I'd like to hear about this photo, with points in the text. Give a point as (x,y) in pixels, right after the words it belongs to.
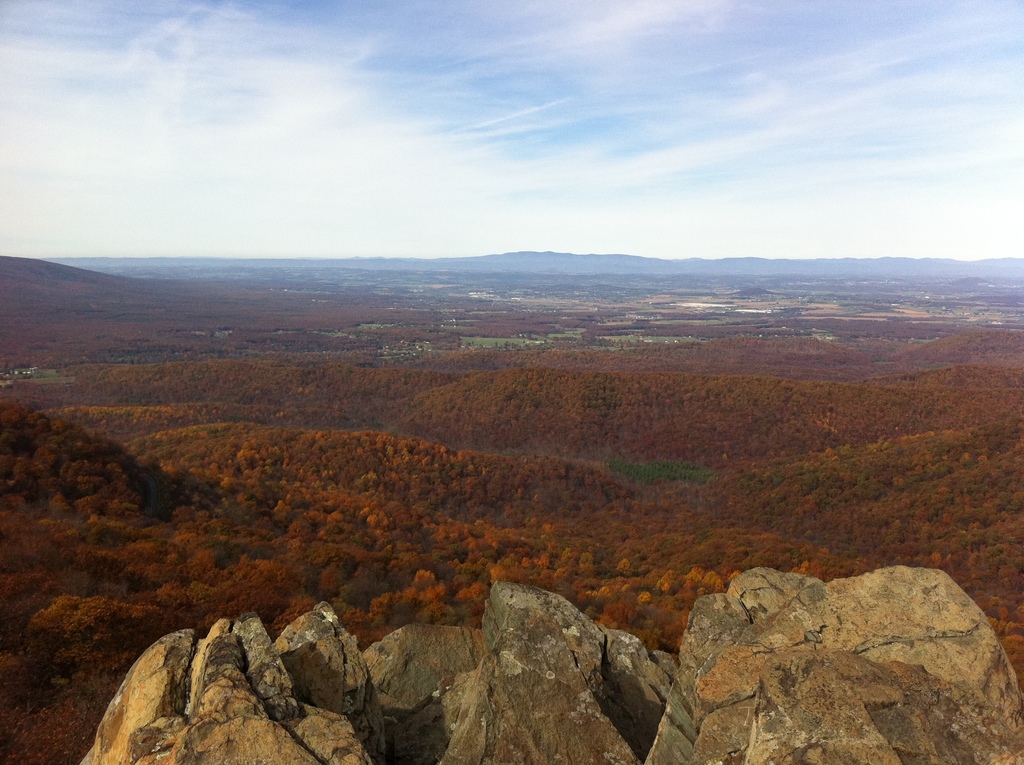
At the bottom of the image (567,638) there are rocks (281,743). In the center of the image (473,385) there are trees (373,504). In the background of the image (952,279) there are mountains (576,257). At the top of the image (509,133) there is sky (466,127).
